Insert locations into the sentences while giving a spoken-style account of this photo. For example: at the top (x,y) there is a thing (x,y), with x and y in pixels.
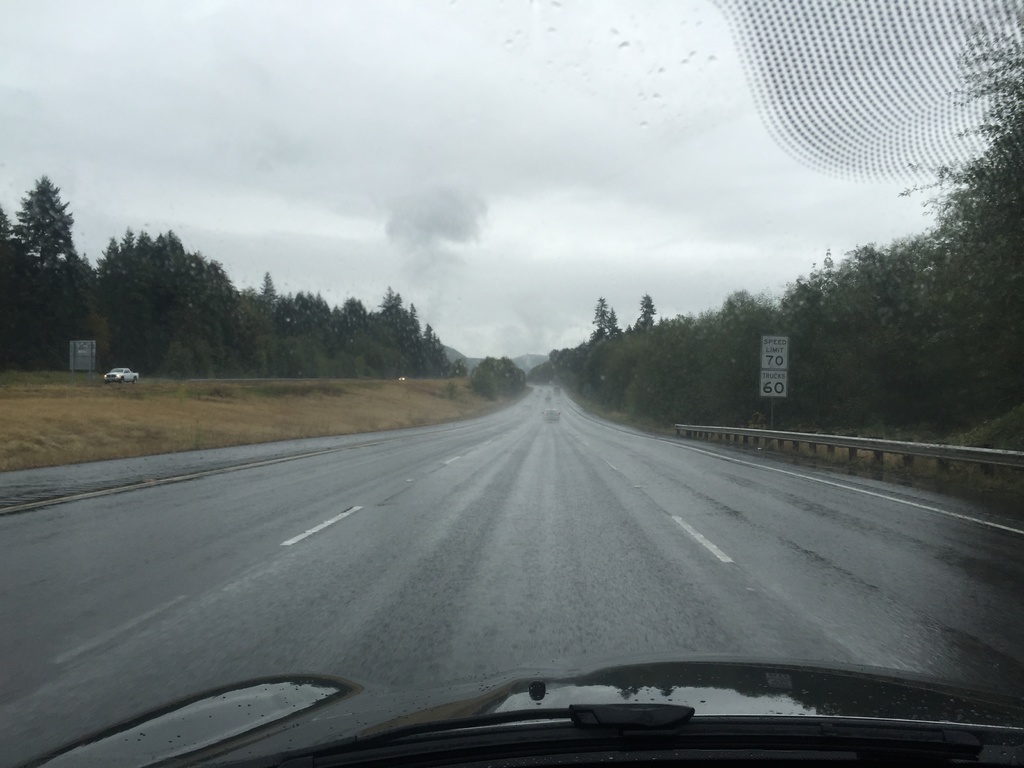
In the center of the image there are cars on the road (492,472). There are boards (772,389) with some text (782,373) on it. In the background of the image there is grass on the surface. There are trees (413,360), mountains (529,370). On the right side of the image (984,128) there is some design (939,164) on the windshield (932,152). At the bottom of the image (409,716) there are wipers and a bonnet (739,694) of a car (100,752). At the top of the image (470,14) there is sky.
